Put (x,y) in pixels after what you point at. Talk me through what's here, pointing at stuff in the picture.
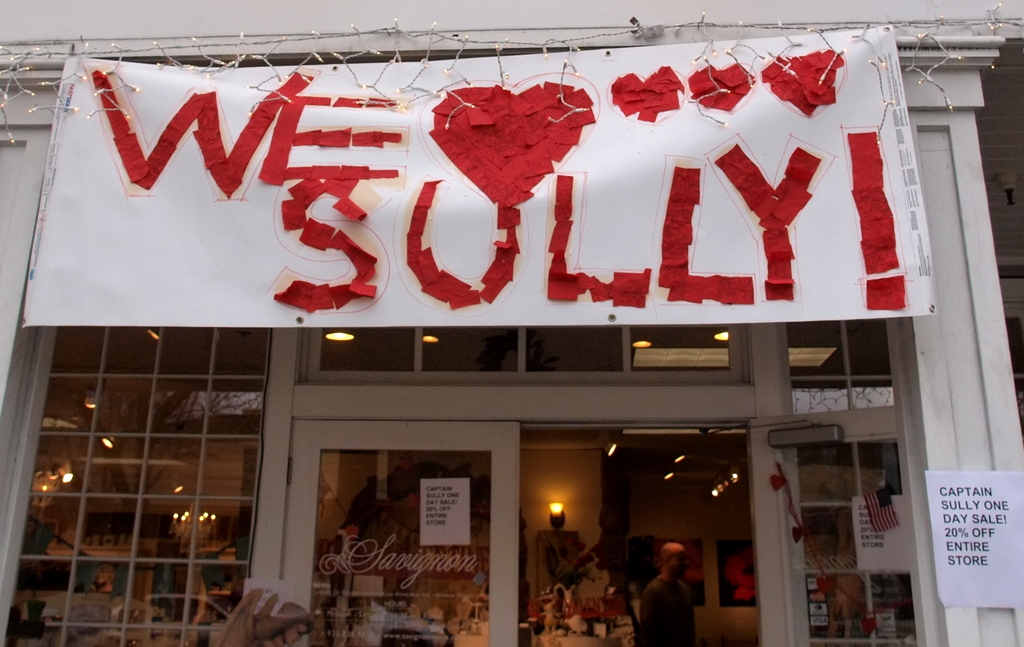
In this image in the center (354,362) there is one building (649,391), and at the top (193,144) there is one board (368,125). On the board (337,215) there is text (574,223), and in the center (439,429) there are some glass doors (405,512) and in the building (614,524) there are some persons (687,606) and some objects (646,565) and lights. On the right side (953,529) and in the center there are some papers (954,524) on the building (206,394), on the papers (935,514) there is text (953,508) and at the top (259,55) there are some lights (575,109).
